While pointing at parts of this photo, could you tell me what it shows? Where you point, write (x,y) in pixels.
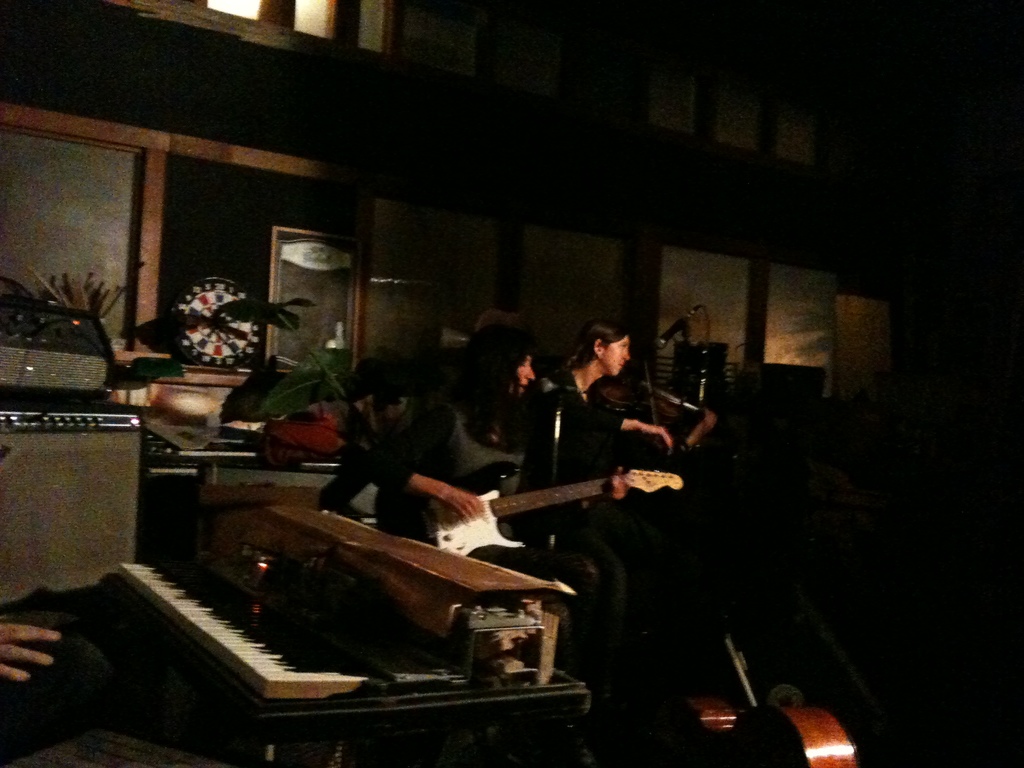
Here we can see two people (536,433) sitting on a chair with microphone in front of them and they are having a guitar (549,505) and a violin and they are playing them and at the bottom left side (298,614) we can see a piano (217,562), behind them there are some other musical instruments (146,450).
